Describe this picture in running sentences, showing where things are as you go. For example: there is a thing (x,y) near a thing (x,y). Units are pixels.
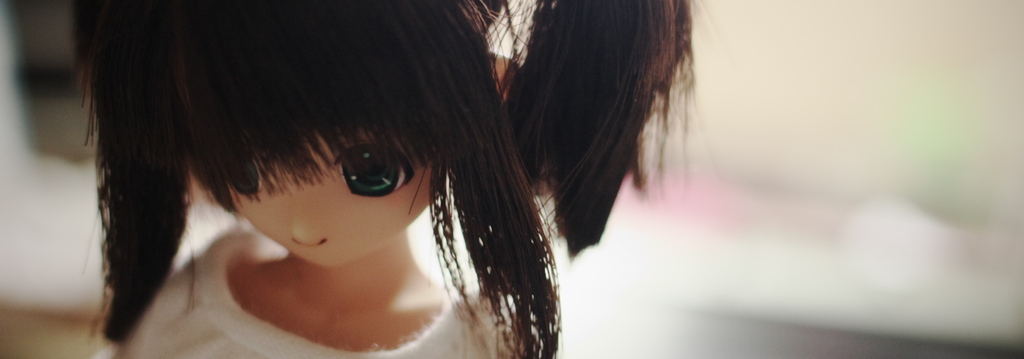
In this image I can see the doll (364,248) which is cream and black in color and I can see it is wearing white colored dress (213,311). I can see the blurry background (723,107).
